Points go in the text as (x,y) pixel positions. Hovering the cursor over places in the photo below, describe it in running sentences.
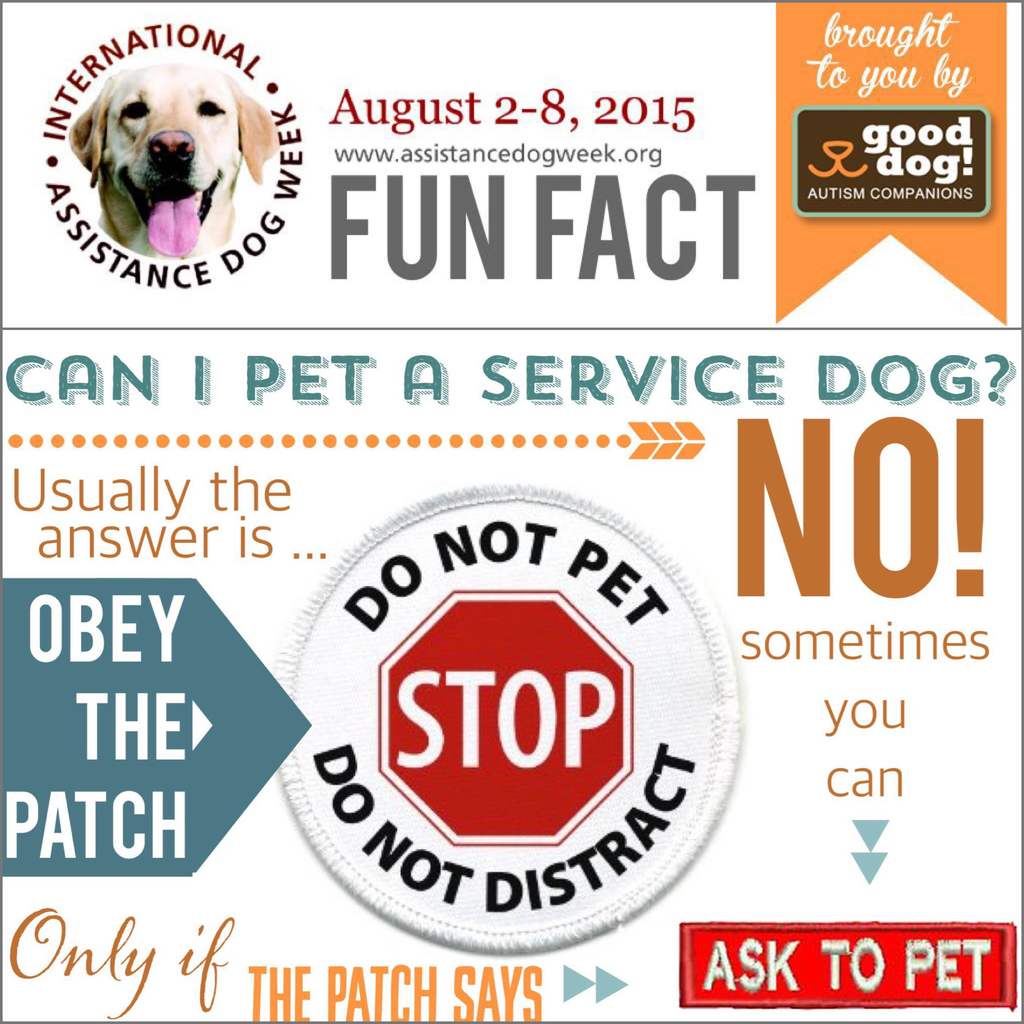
In this picture we can see a poster (683,154), on the poster (277,139) we can see some text (562,887) and image (544,807).
